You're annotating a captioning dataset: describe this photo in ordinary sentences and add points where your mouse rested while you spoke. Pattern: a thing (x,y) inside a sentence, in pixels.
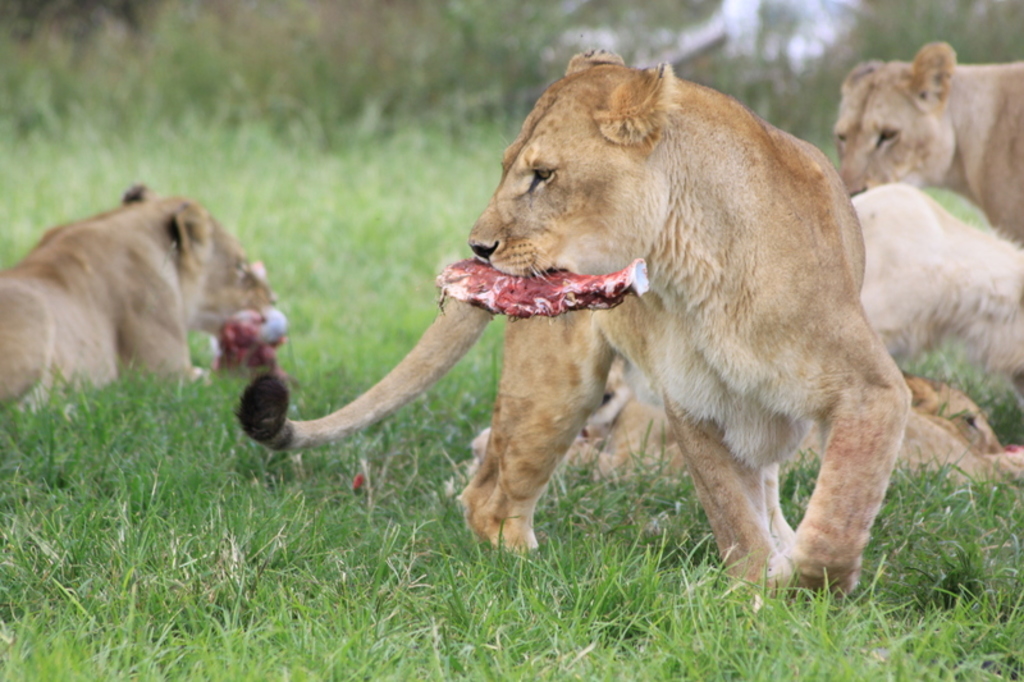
In this picture we can see animals (511,203) eating flesh (473,271) and this are on the grass (357,575) and in the background (349,291) it is blurry.
